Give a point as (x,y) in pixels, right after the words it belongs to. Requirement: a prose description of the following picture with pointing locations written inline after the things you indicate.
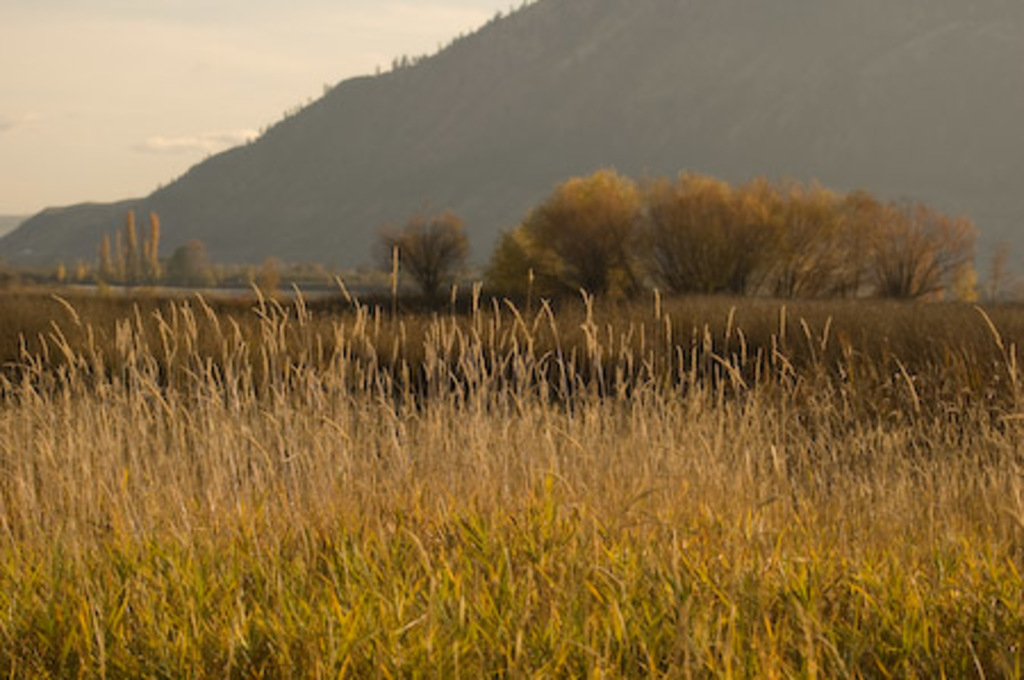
In this image we can see some plants (590,503), grass (637,392) and the trees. On the backside (634,135) we can see the mountain (447,197) and the sky (223,85) which looks cloudy.
